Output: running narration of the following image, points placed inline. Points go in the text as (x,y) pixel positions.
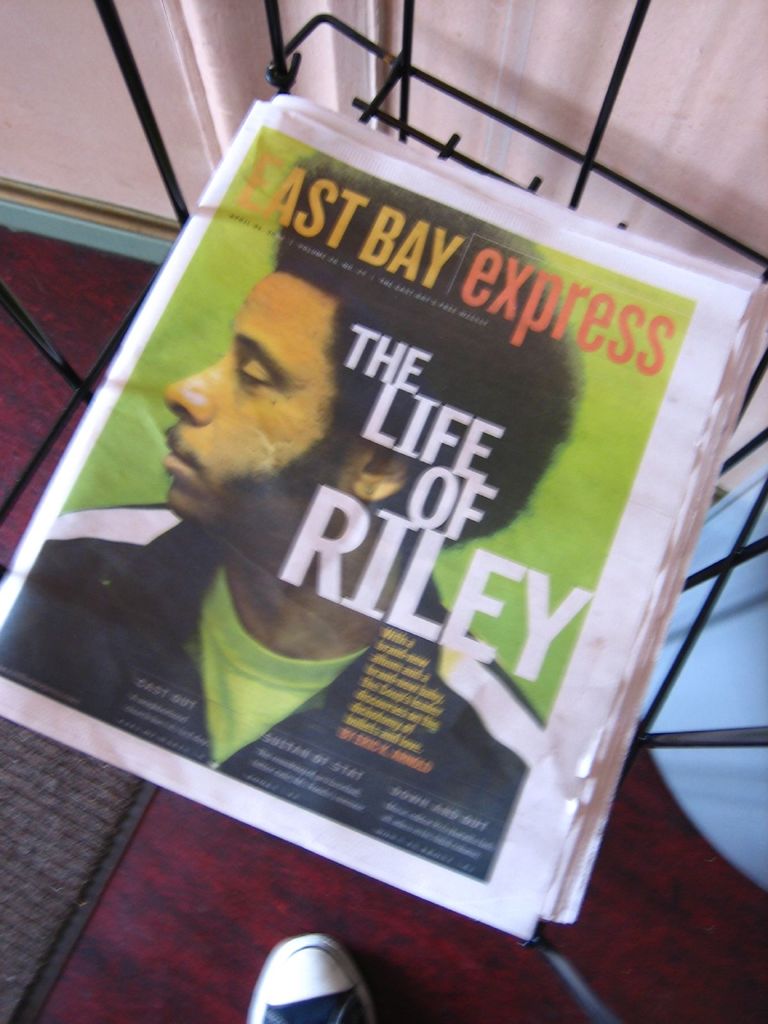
In this image we can see papers (398,510) on the stand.
